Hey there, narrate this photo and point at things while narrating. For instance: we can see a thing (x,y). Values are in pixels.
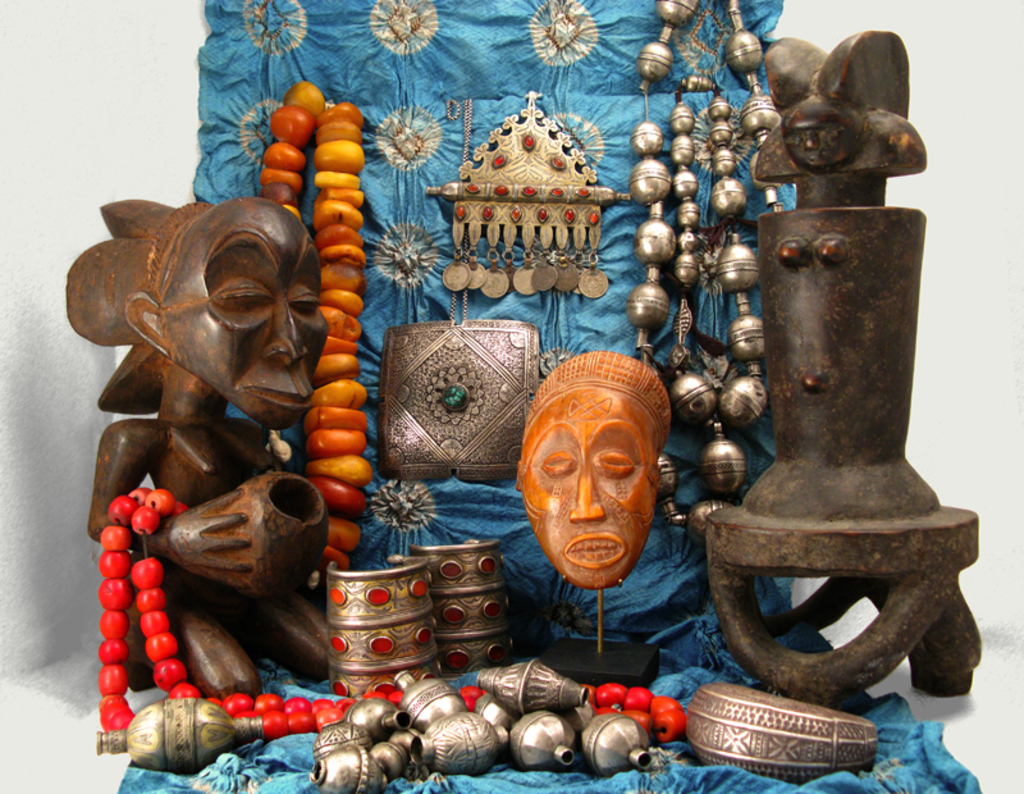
In this picture, we see wooden carved things (252,484). Beside that, we see beads (605,710) and chains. We even see some items (371,677) which are made up of bronze metal (362,664). Behind that, we see a blue color cloth (500,775). In the background (957,379), it is white in color.
